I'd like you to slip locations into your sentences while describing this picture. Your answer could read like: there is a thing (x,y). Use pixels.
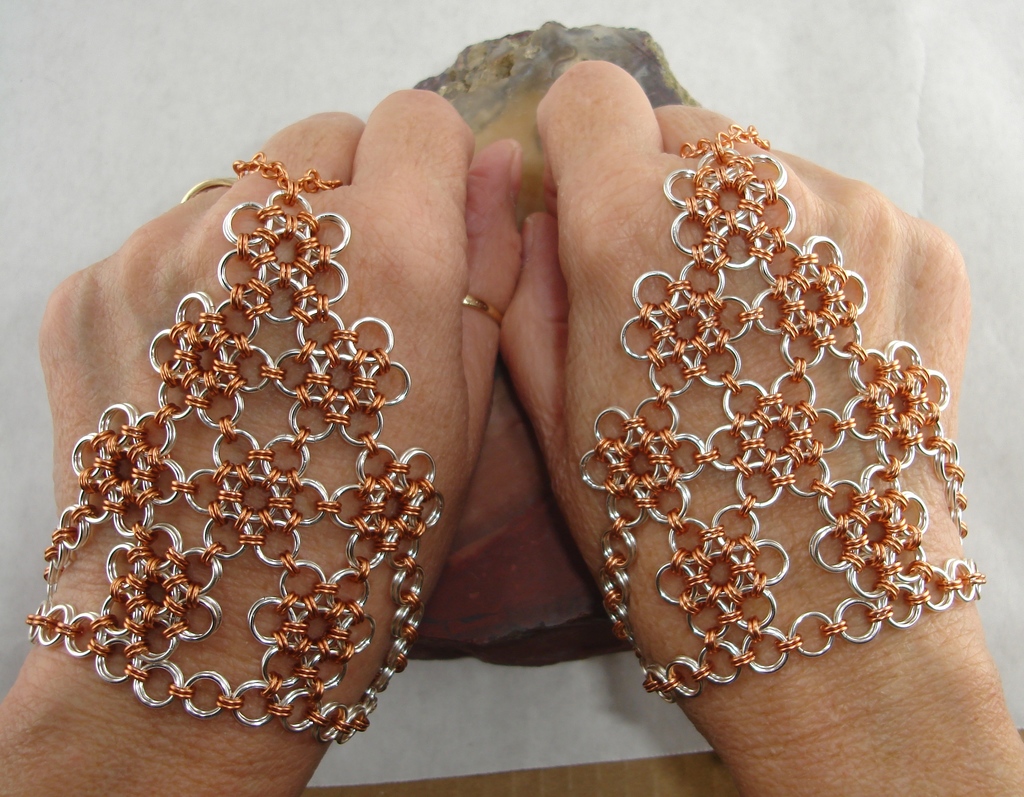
In this image I can see hand (447,276) of a person (342,469) and I can also see ring gloves (107,468) on these hands (577,423).
